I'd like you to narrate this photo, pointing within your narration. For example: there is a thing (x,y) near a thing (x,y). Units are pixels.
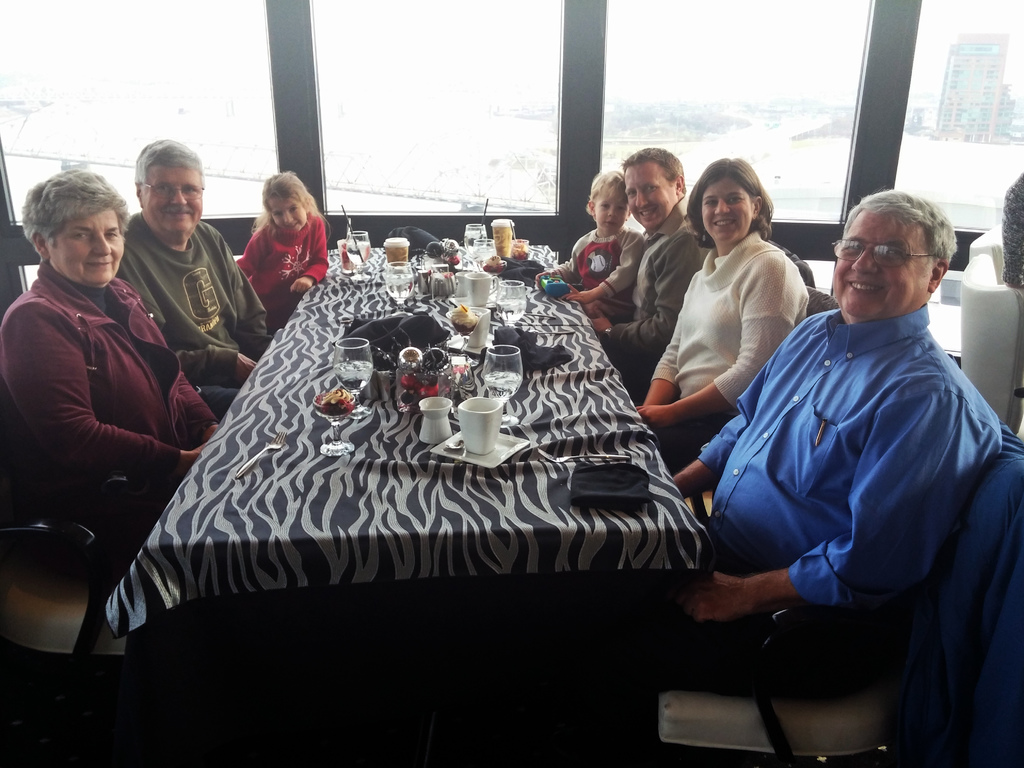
In this image we can see a family (948,398) having a food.
